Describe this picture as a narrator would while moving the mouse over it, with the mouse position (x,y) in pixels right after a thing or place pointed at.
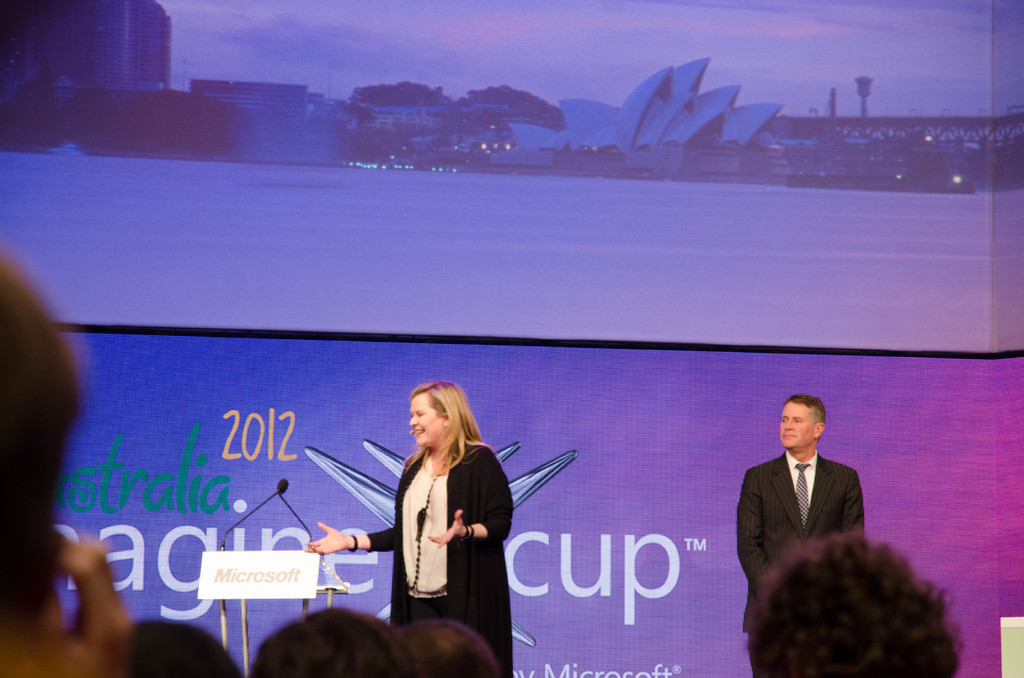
In this picture couple of them standing and I can see few people (878,643) at the bottom of the picture (827,661) and looks like a screen (262,173) in the background (436,161). I can see text (215,476) and a podium (267,594) with couple of microphones (268,502).
